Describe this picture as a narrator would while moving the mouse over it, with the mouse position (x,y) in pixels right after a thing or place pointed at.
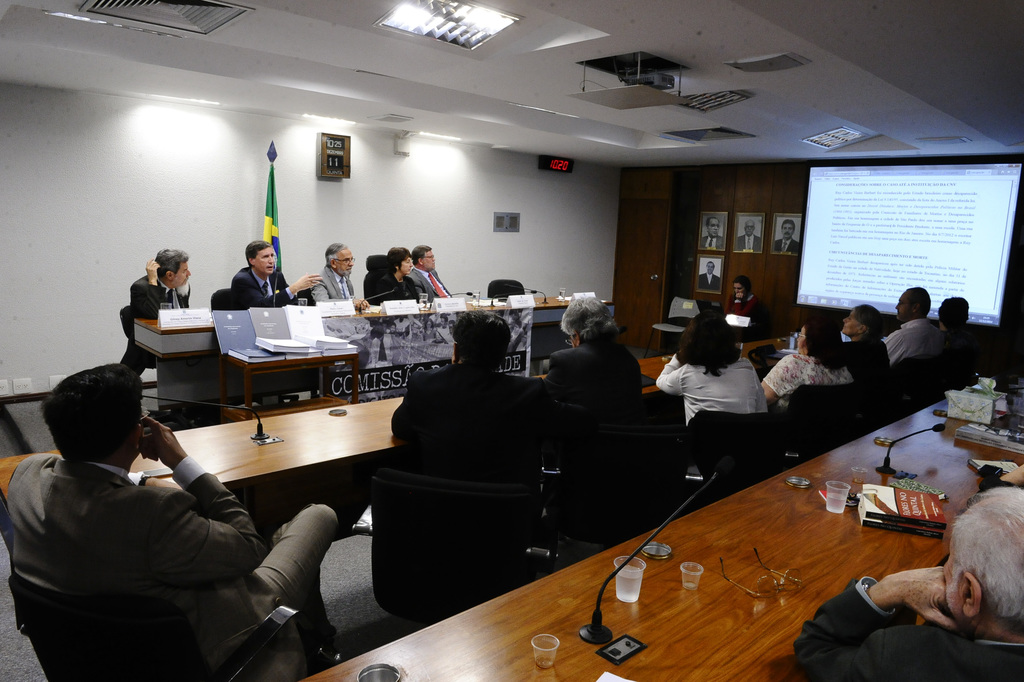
In this image we can see there are a few people (911,591) sitting on their chairs (548,533), in front of them there is a table (755,605) with mics (601,630), glasses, books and a few other objects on top of it. In front of them there are a few more people (394,282) sitting on their chairs (129,310), in front of them there is another table (468,306) with mic's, name plates (452,305) and a few other objects (304,328) on top of it. In the background (815,231) there is a screen (881,239) and a few frames (797,250) are hanging on the wall (736,268). At the top of the image (571,95) there is a ceiling (538,64) with lights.
